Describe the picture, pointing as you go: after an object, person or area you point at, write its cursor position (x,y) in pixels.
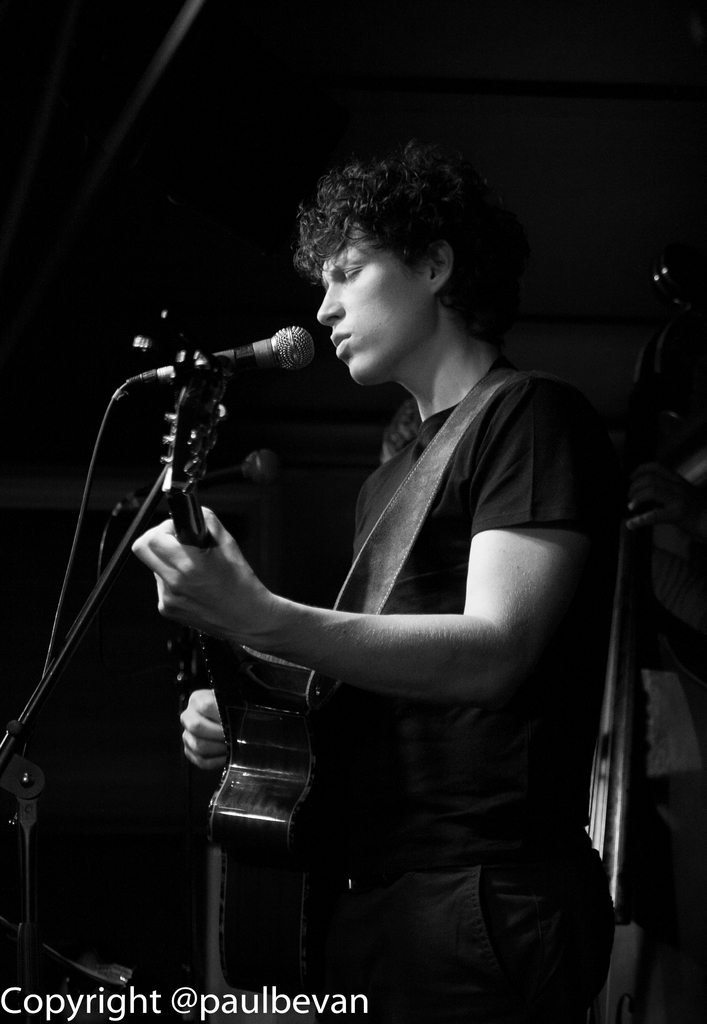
In this image I see a man (330,299) who is holding a guitar (247,653) and standing and he is near the mic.
